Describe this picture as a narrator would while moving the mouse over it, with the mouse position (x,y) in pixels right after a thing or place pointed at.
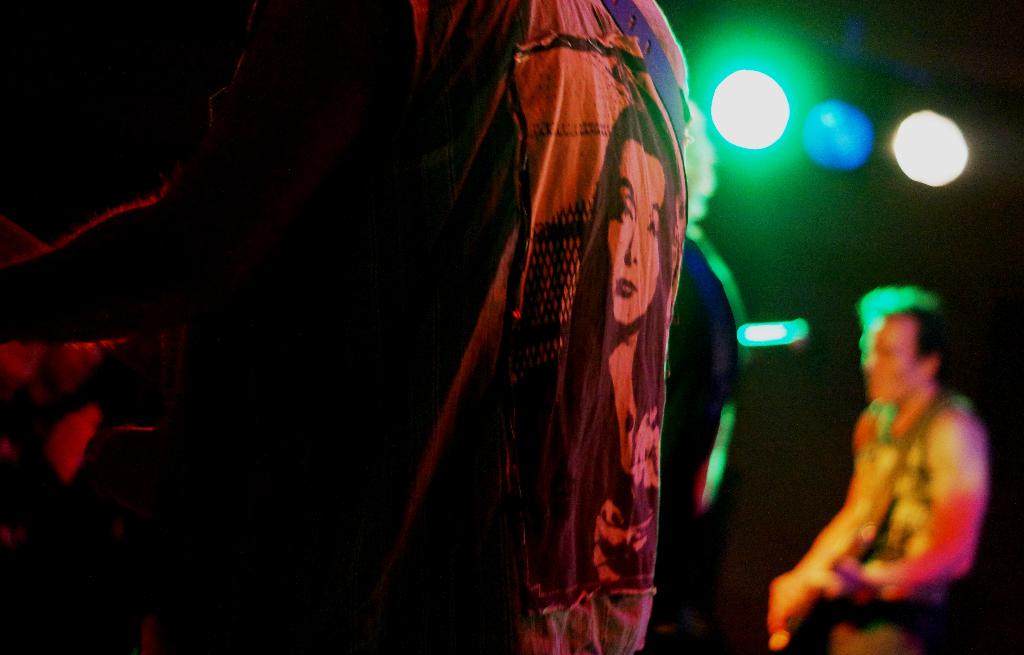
In this image I can see few people (869,323) are playing musical instruments (834,597). I can see a woman picture (600,234) is on the jacket (622,216). I can see lights (778,113) and dark background (108,192).
